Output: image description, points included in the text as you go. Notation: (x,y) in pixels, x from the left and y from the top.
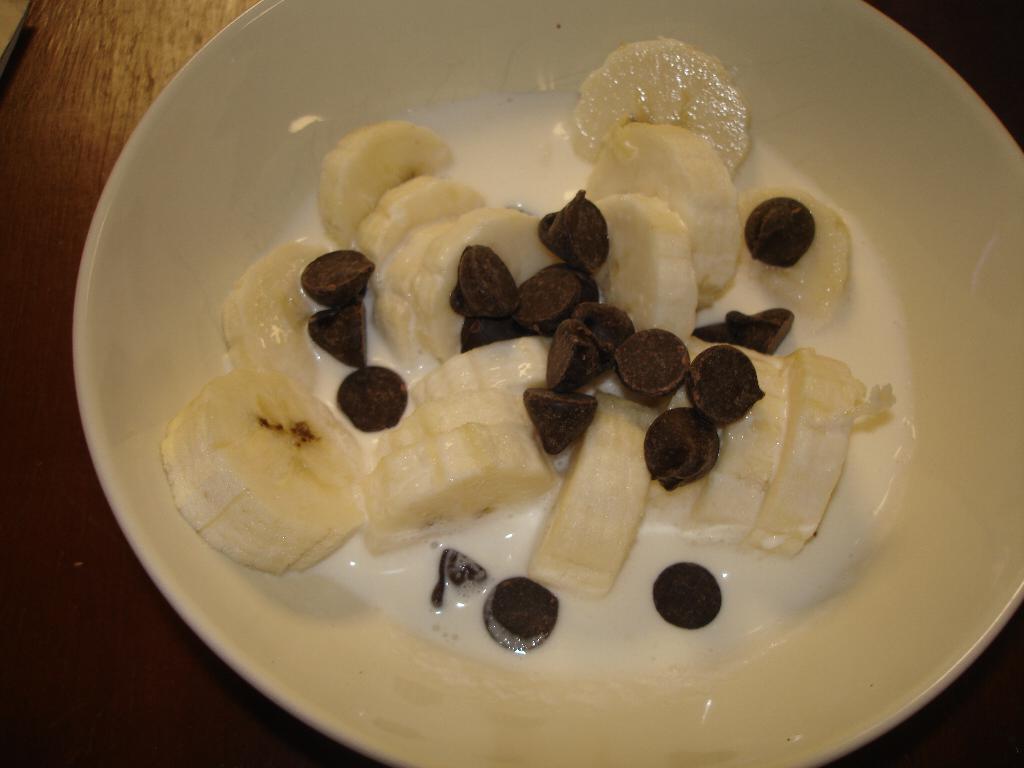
In this image I can see a bowl (977,134) in which sliced bananas (279,489), chocolate chips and milk (507,553) is there which is kept on the table (105,93). This image is taken in a room (22,237).
